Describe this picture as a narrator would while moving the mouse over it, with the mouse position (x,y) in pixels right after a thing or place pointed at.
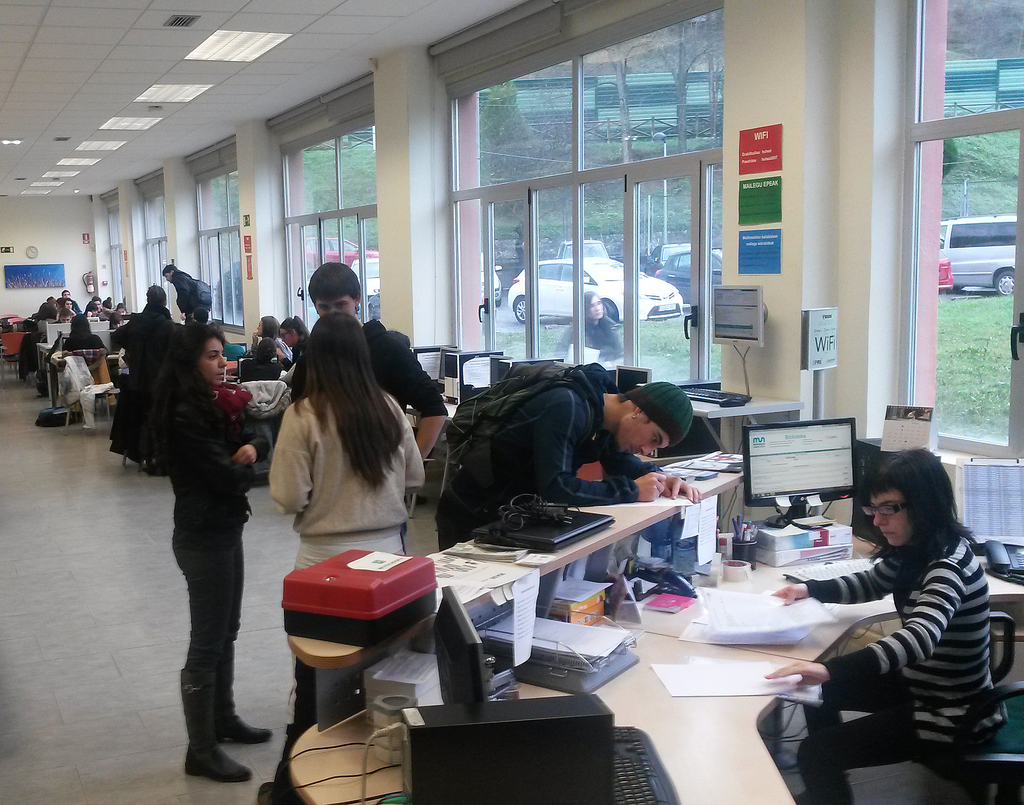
In this image I can see a group of people (923,544) on the floor (115,573), tables (438,567), chairs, PCs (804,474), papers (568,648) and so on. In the background (303,253) I can see windows (360,258), fleets of cars (619,276) on the ground (505,299), boards (824,339) and trees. This image is taken in a hall (271,519) during a day.
